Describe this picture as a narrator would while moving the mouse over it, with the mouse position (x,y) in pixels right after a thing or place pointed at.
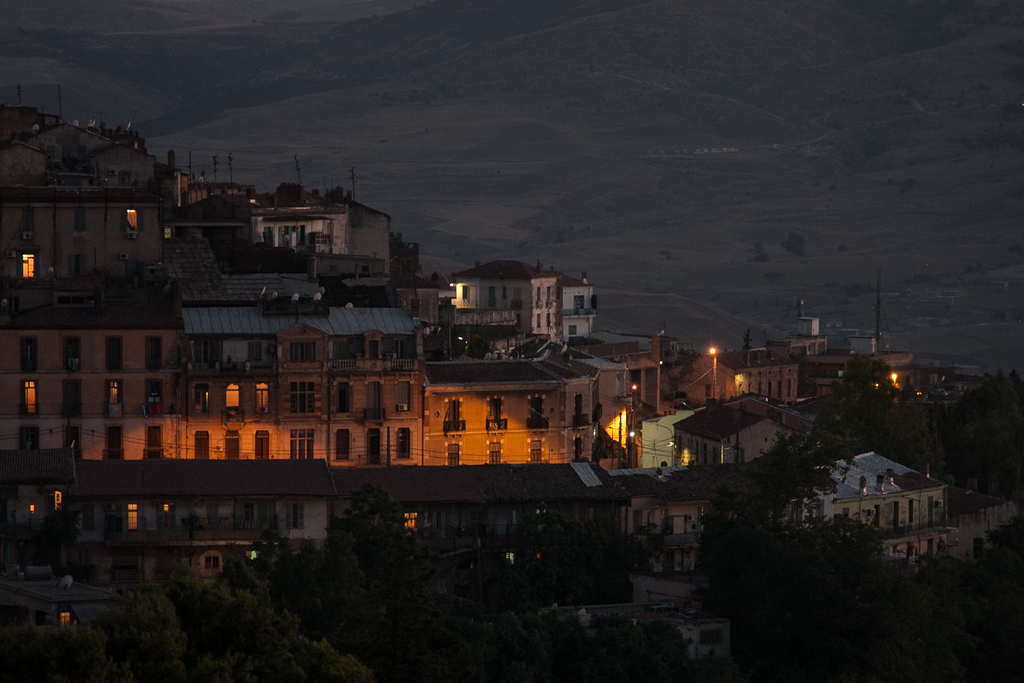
Here in this picture we can see houses (597,496) and buildings (196,303) present over there and we can see the windows (292,407) and doors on it over there and we can see plants (238,593) and trees (654,642) also present over there and we can see a hill (513,100) over there.
